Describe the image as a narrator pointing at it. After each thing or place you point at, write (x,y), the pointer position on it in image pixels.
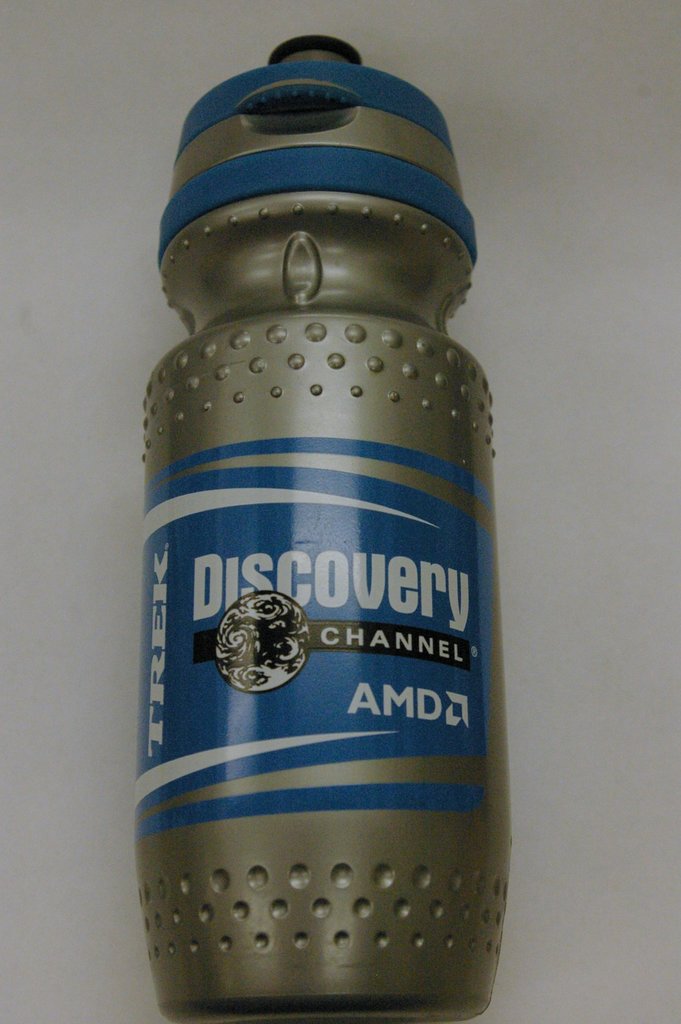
In this image i can see a bottle (316,426) with a name of discovery (302,557) on it.
